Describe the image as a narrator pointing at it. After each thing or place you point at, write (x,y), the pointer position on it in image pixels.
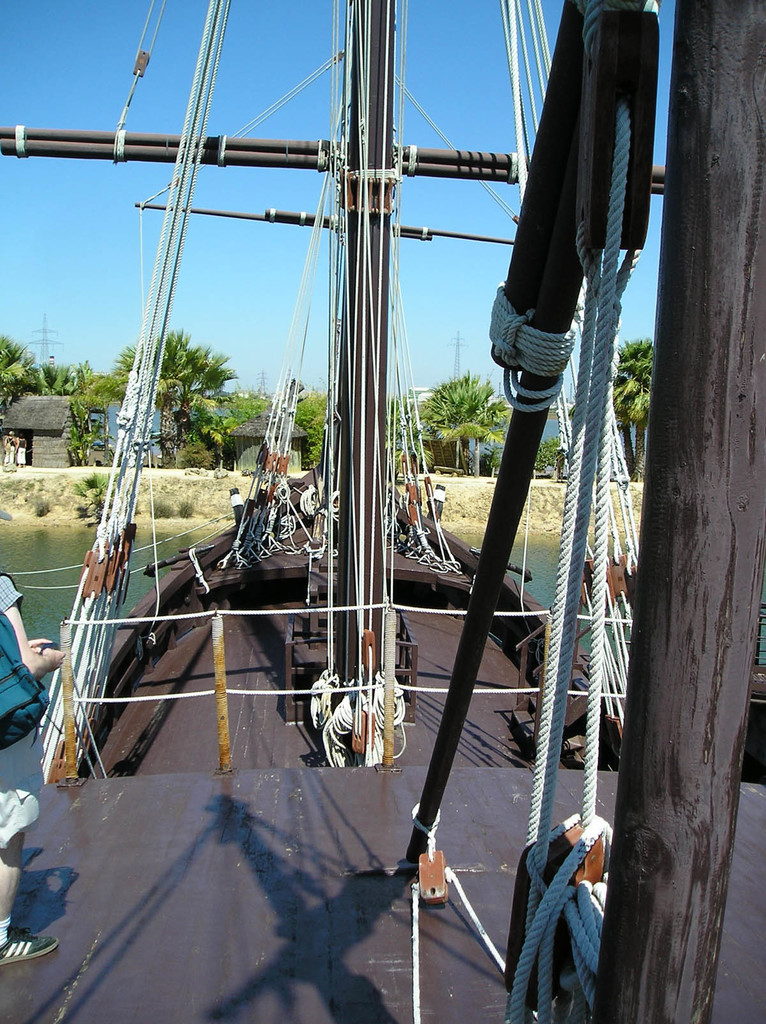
In front of the image there is a person (16,723) standing on the ship (495,780) with ropes (528,614), metal rods (530,279) and wooden poles (483,561) on the water (35,621), in front of the ship (302,648) there are trees (12,351), houses (64,454) and electric poles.
